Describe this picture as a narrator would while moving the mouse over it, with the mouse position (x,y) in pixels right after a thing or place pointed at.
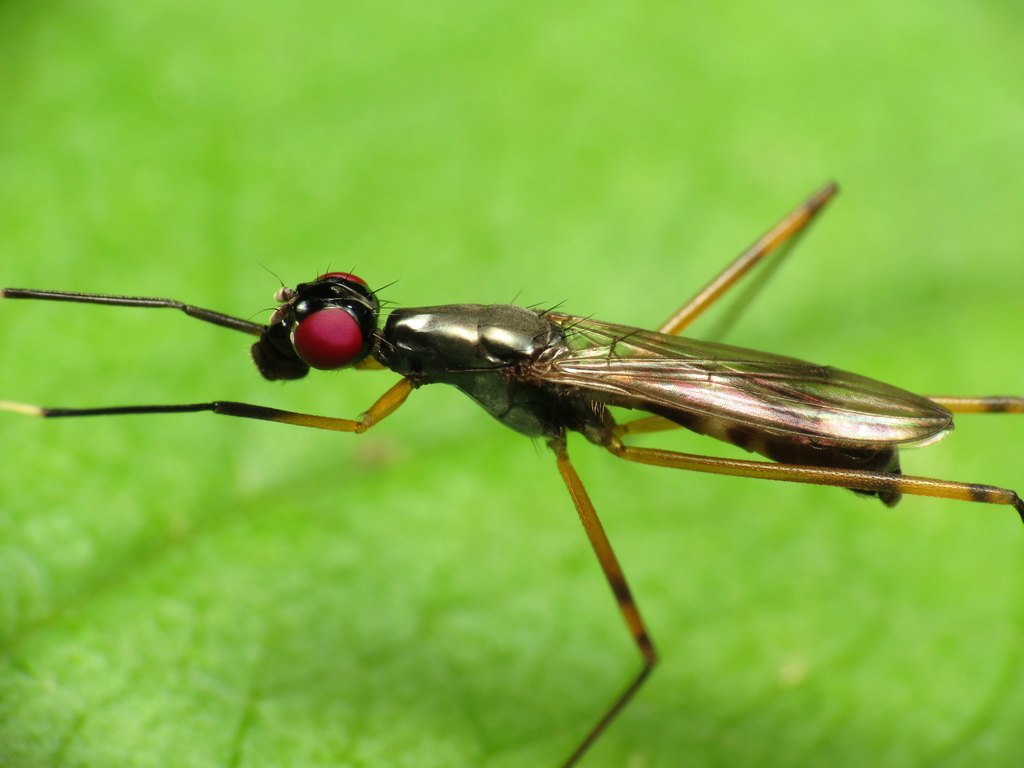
In this image we can see an insect (821,439) on the surface (445,538).
